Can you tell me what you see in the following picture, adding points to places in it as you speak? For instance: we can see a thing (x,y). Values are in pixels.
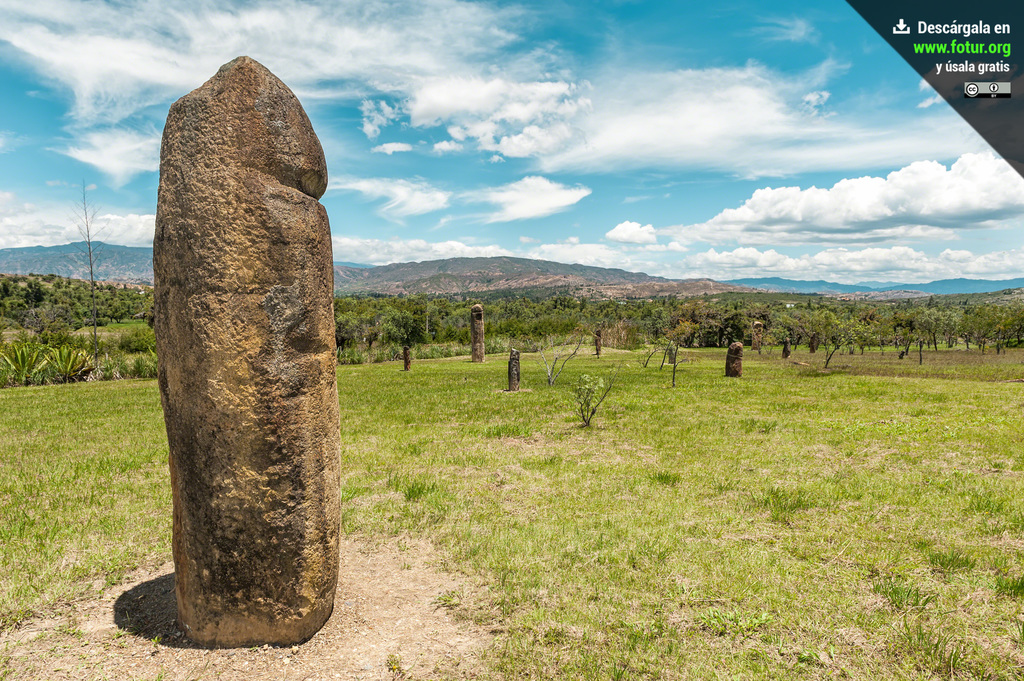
Here in this picture we can see rock stones (187,384) present on the ground (486,377) over there, which is fully covered with grass (482,431) and we can see plants (15,294) and trees (499,299) all over there and we can also see clouds (584,114) in the sky (700,232).
